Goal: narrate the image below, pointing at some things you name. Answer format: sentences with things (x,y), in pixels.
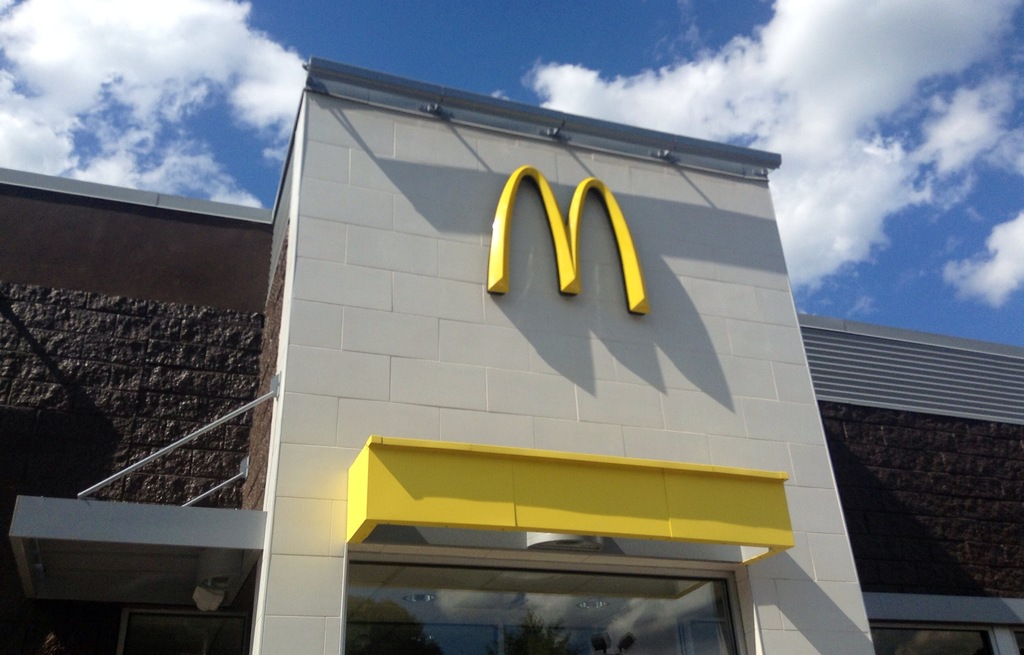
This picture is clicked outside. In the center (484,309) we can see the building (476,262) and we can see the alphabet (521,168) attached to the wall (507,324) of a building (664,316) and we can see the metal rods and some other objects (584,488). In the background (708,96) we can see the sky (756,101) with the clouds (658,89). In the foreground (470,617) we can see the glass (627,616) and roof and the ceiling lights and we can see the reflection (413,630) of trees (388,616) and the sky (611,619) on the glass (617,636).
